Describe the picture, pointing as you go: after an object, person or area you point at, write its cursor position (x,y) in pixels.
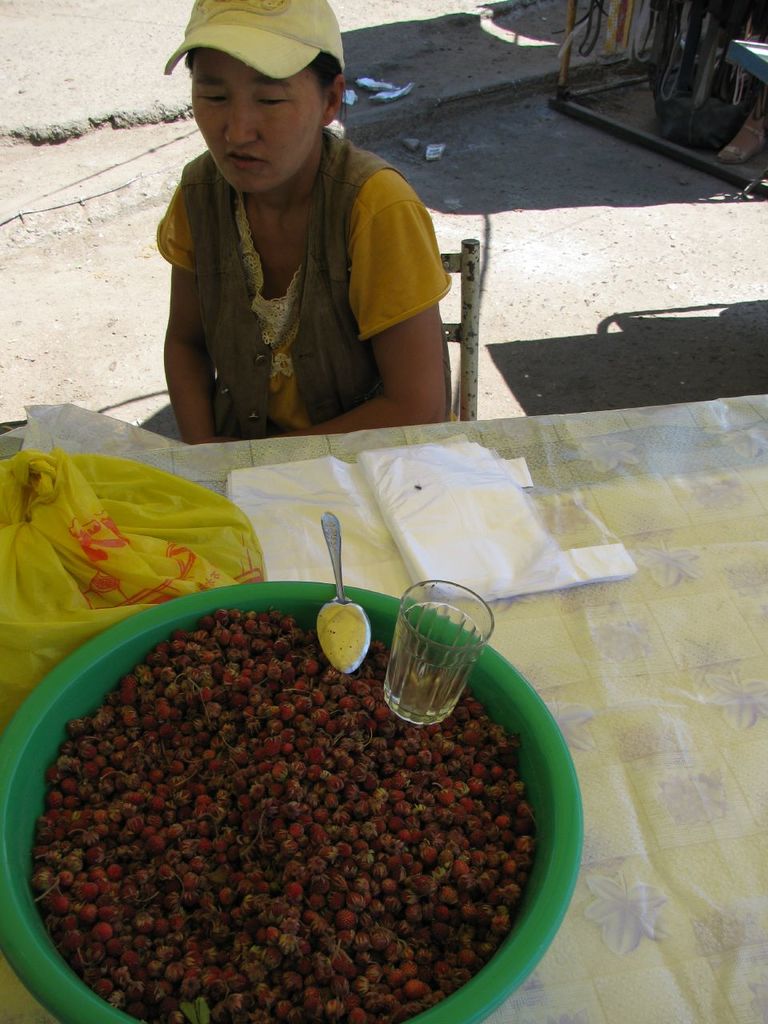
In this image there is a woman (339,336) sitting on a chair (470,296) at the table (611,643). On the table (672,640) there are plastic covers (72,541) and a tub (46,731). In the tub (16,722) there are fruits (304,805), a glass (397,693) and a spoon (353,649). Behind her there are steps (81,78) on the ground (524,78).
